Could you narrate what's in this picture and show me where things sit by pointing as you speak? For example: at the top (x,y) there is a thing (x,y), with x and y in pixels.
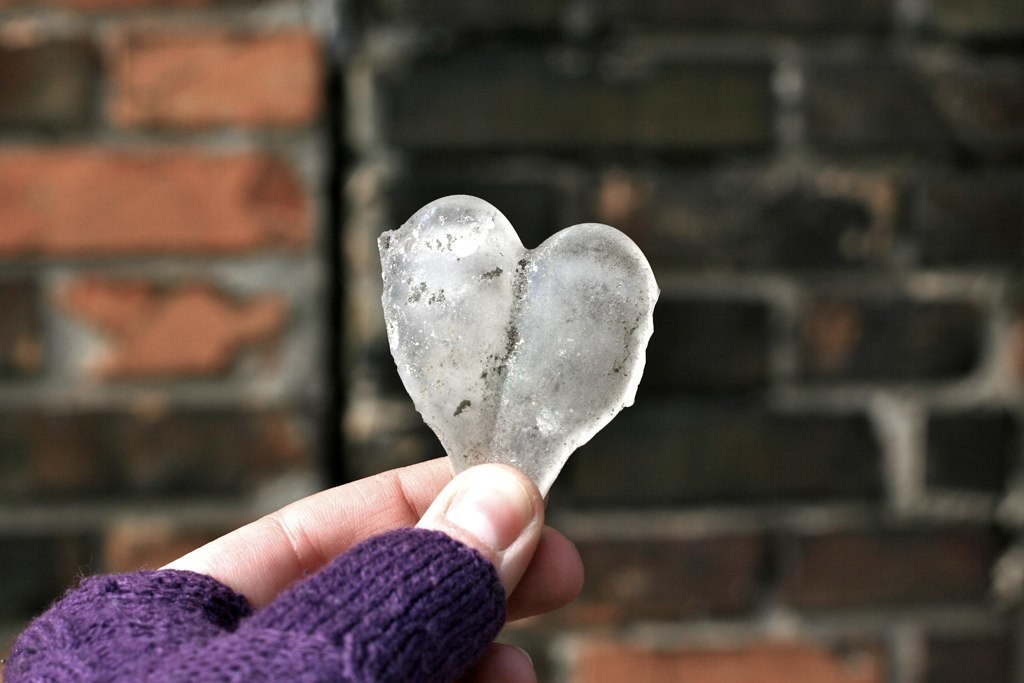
In this image we can see a person's hand (497,515) holding a piece of ice (459,341). In the background (391,164) there is a wall (793,367).
